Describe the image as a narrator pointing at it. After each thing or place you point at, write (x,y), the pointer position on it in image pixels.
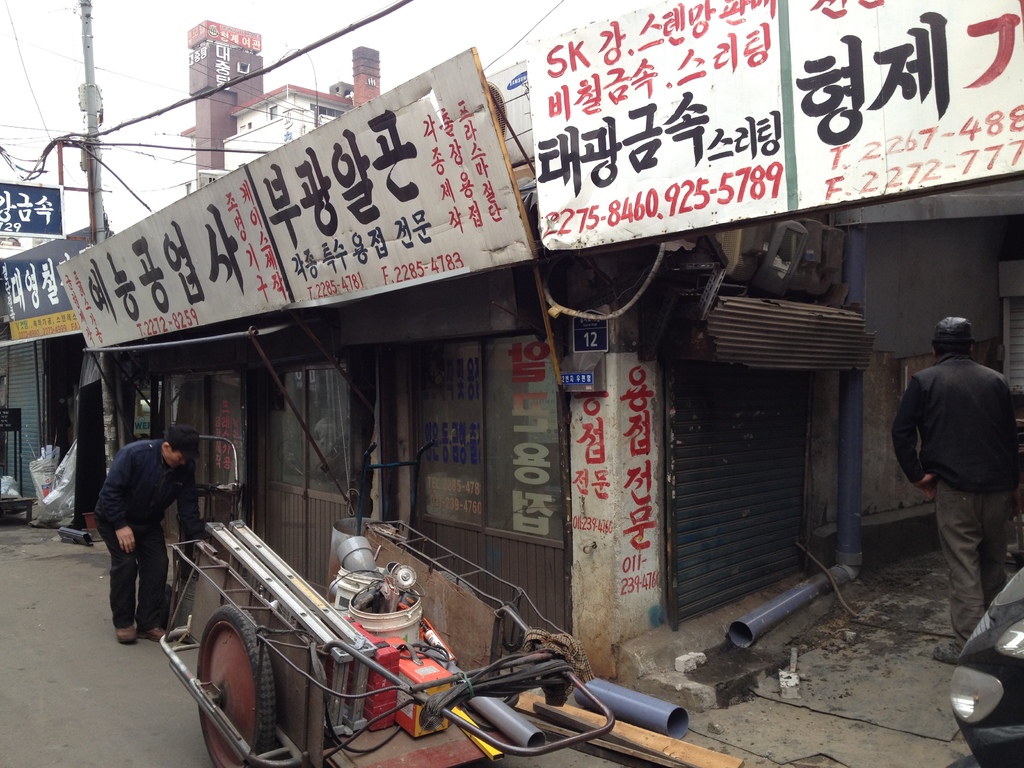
In this image we can see shops (470,500) at the center (429,478). there is person (148,606). There is a cart (270,736) in which there are many objects (300,706). At the bottom of the image (102,710) there is road (73,663). There is a electric pole (100,234).
